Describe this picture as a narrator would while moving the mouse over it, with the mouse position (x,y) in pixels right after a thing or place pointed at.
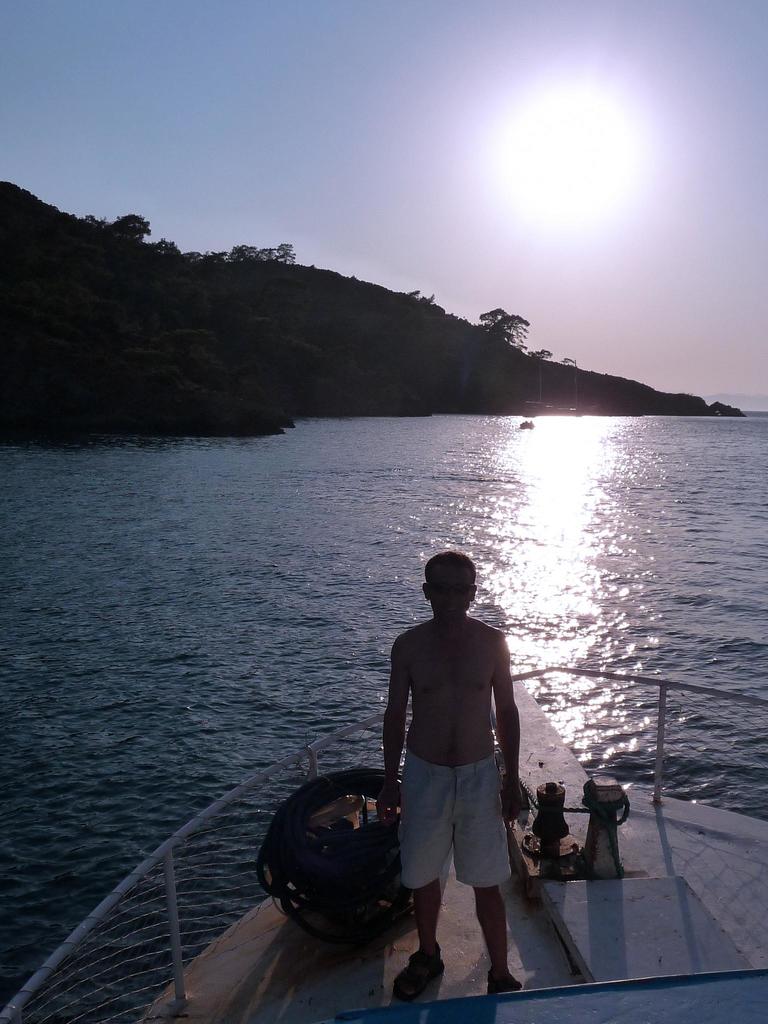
In this image, we can see a man (455,800) in the boat (471,889). In the background (189,326), there are hills (490,372) and at the bottom (573,691), there is water (685,522).
